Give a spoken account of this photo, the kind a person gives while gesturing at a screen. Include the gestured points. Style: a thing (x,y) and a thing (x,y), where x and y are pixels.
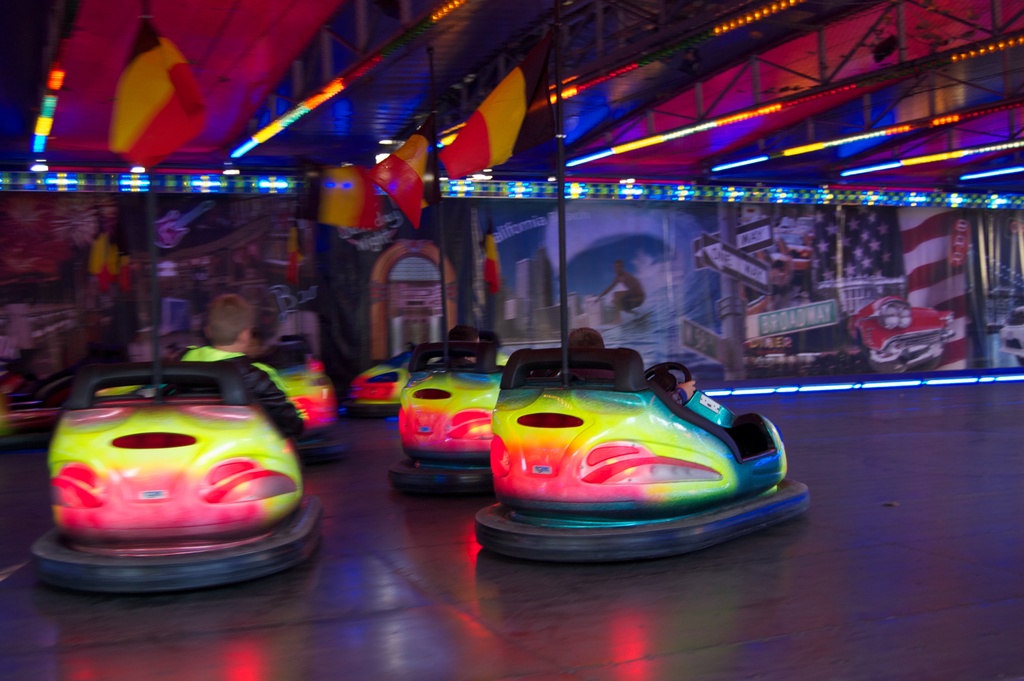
In this image there are a few people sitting in dashing cars (484,404), in front of them on the wall (475,261) there are some graphic images (516,261), at the top of the image (567,51) there are metal rods (684,30) with lights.
